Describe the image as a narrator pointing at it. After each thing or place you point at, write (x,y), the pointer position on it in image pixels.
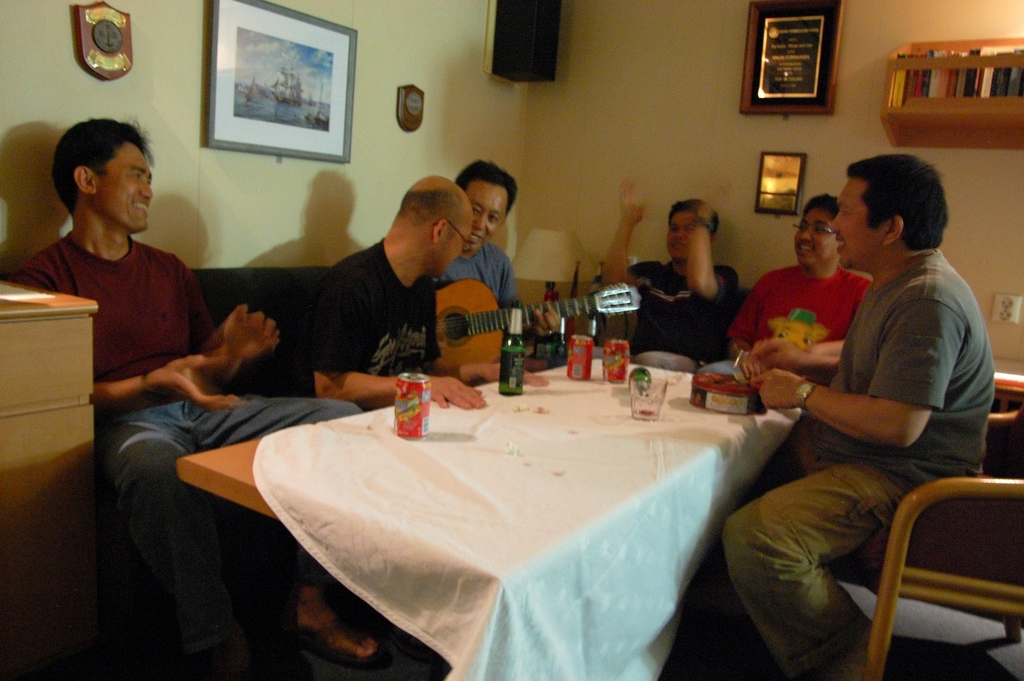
In this image we can see six men (777,352) sitting on chairs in front of a table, there is a bottle (522,349) and three tins (580,343) and one empty glass (653,392) on table (574,450), table (538,458) is covered by a cloth (533,432), in the background (581,151) we can see a wall (577,143) and some portraits (778,70) here.
